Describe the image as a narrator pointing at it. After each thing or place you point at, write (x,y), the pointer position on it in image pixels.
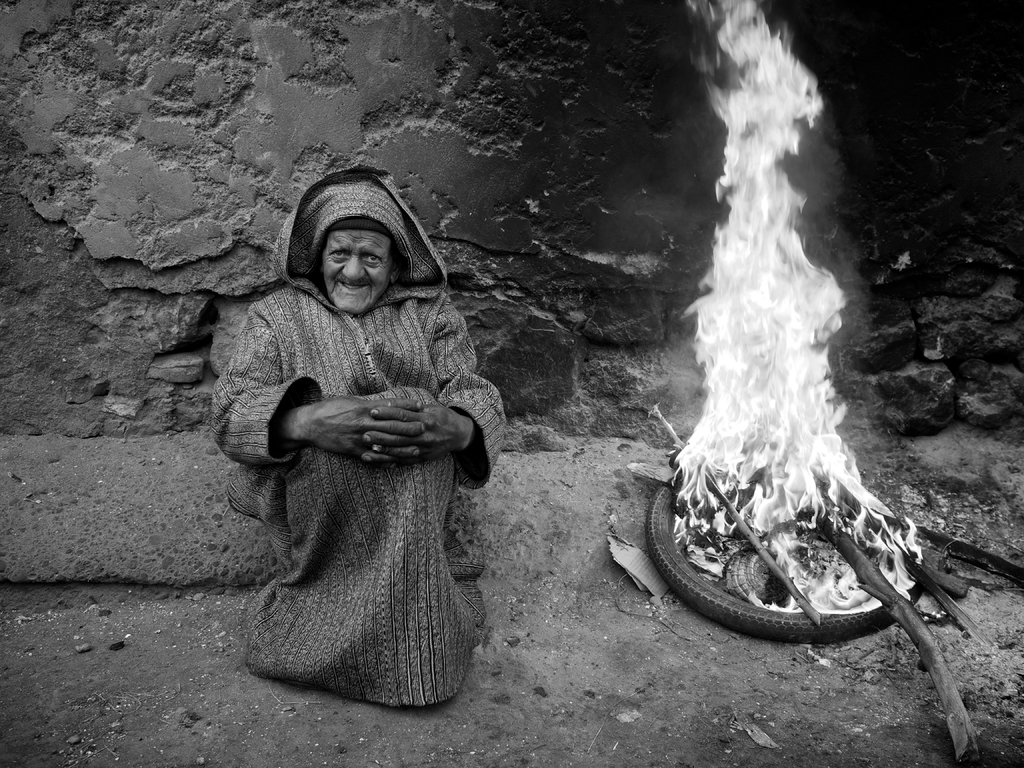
This picture is clicked outside. On the right (765,381) there is a bonfire (793,517) on the ground (768,656). On the left (308,272) there is a person (444,330) wearing a long jacket (395,360) and seems to be sitting on the ground (327,738). In the background (397,86) there is a wall (468,81).
